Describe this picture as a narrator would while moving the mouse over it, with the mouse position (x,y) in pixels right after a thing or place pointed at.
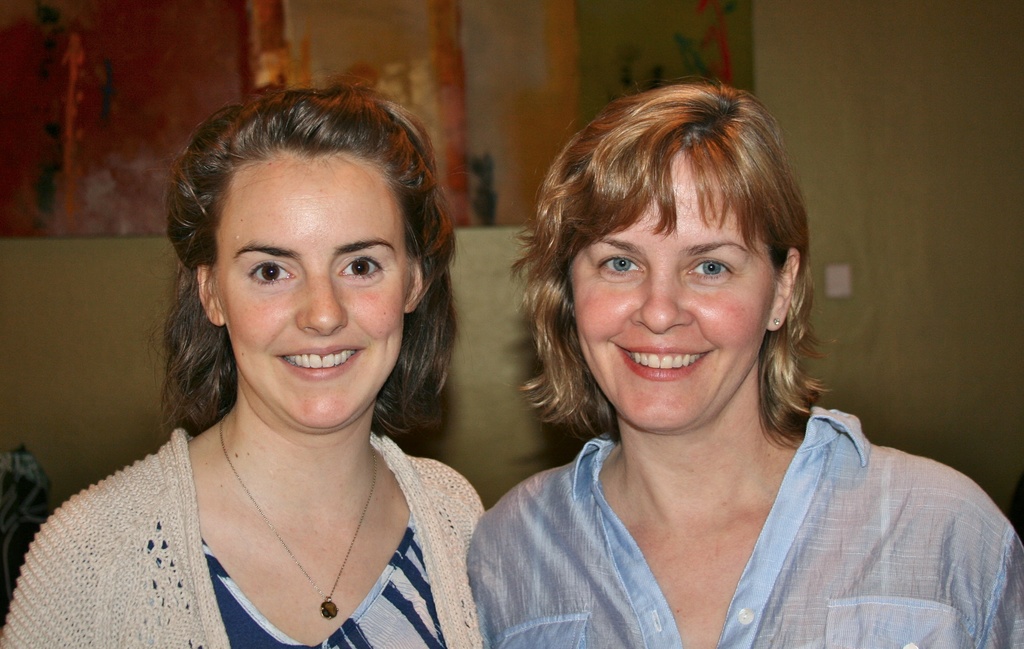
In this image in the foreground (844,454) there are two women (428,389) who are standing and smiling, and in the background (111,382) there is a wall (821,262).
